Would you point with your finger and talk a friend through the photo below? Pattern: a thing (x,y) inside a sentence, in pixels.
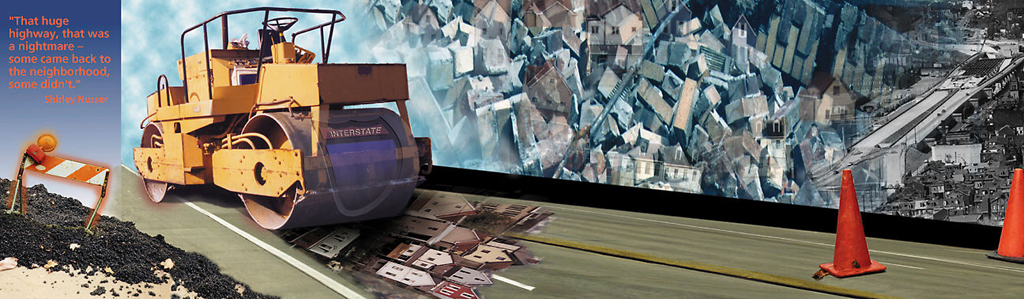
I see this is a depiction image and I see something is written on the left side of this image (62,76) and in the middle of this image (484,139) I see number of buildings (682,57) and a vehicle (349,169) and on the right side of this image (863,261) I see the traffic cones (857,244) and I see the roads (885,150).
